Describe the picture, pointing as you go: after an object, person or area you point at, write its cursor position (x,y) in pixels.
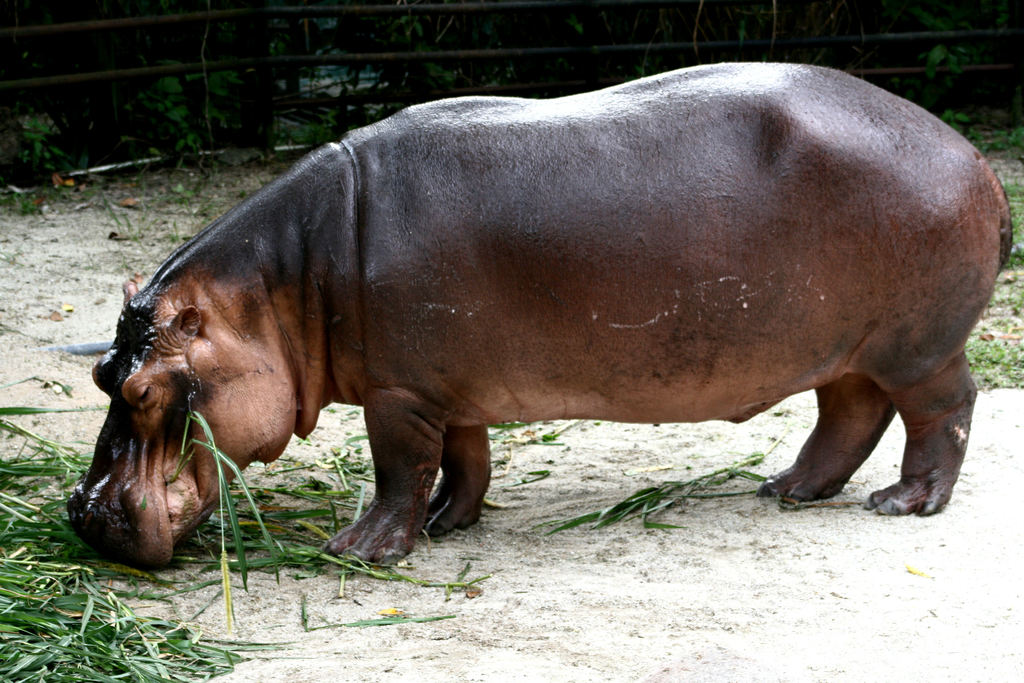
We can see hippopotamus (168,529) eating grass (70,527). In the background (143,142) we can see fence (349,58) and leaves (167,86).
